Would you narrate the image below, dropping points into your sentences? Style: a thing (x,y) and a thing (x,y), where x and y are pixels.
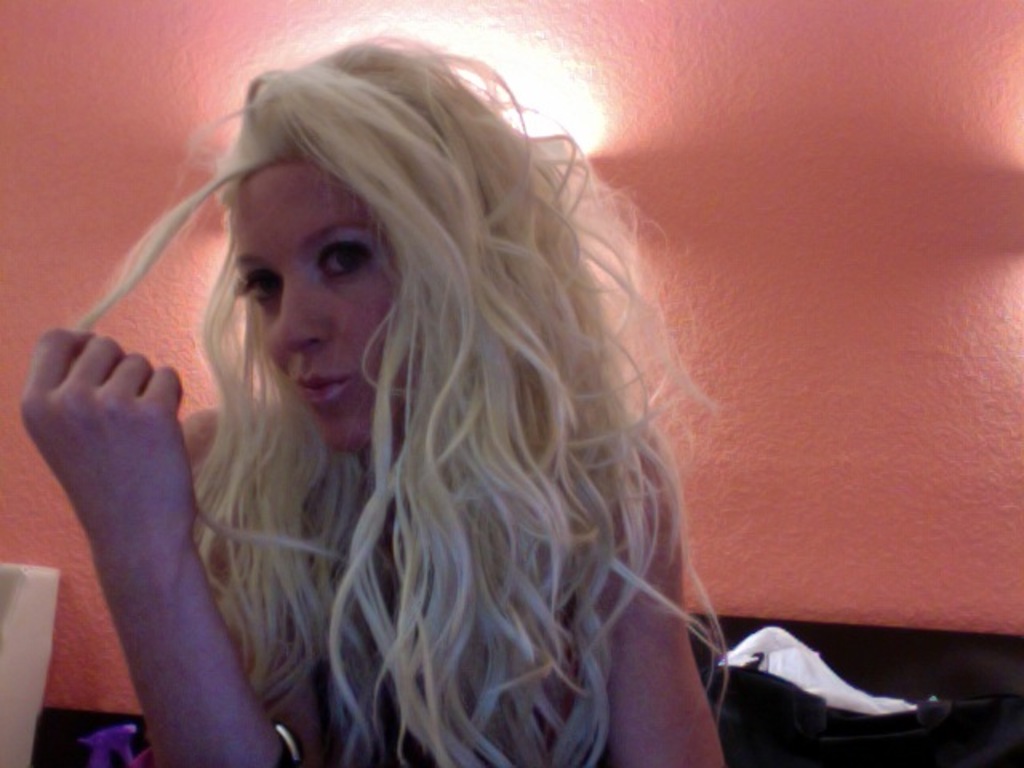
In this image we can see one woman (225,632) sitting near to the saffron color wall (579,121), one light (524,132) attached to the wall (807,464) and some objects (12,727) near to the woman (212,667).
